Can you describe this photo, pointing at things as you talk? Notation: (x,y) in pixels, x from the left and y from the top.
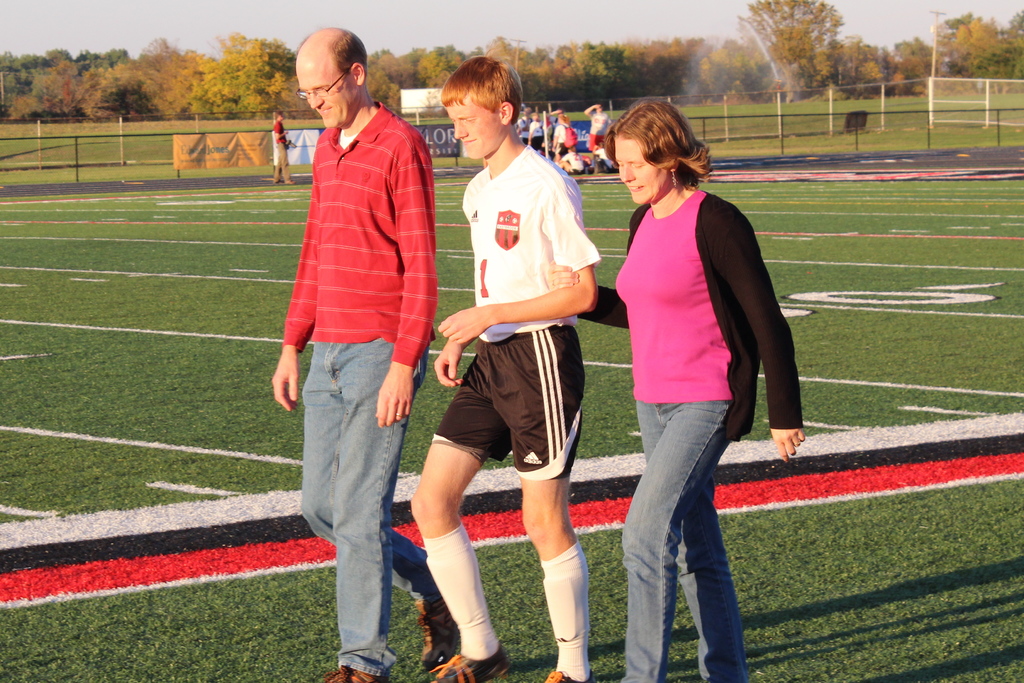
There are three persons (642,160) in different color dresses (697,244) smiling and walking on the grass (753,638) on the ground (188,656) on which, there are lines (56,578) which are in different colors. In the background (605,128), there are persons (598,153) on the ground (1005,103), there are fencing (893,139), there are trees (64,76) and there is sky (332,13).
